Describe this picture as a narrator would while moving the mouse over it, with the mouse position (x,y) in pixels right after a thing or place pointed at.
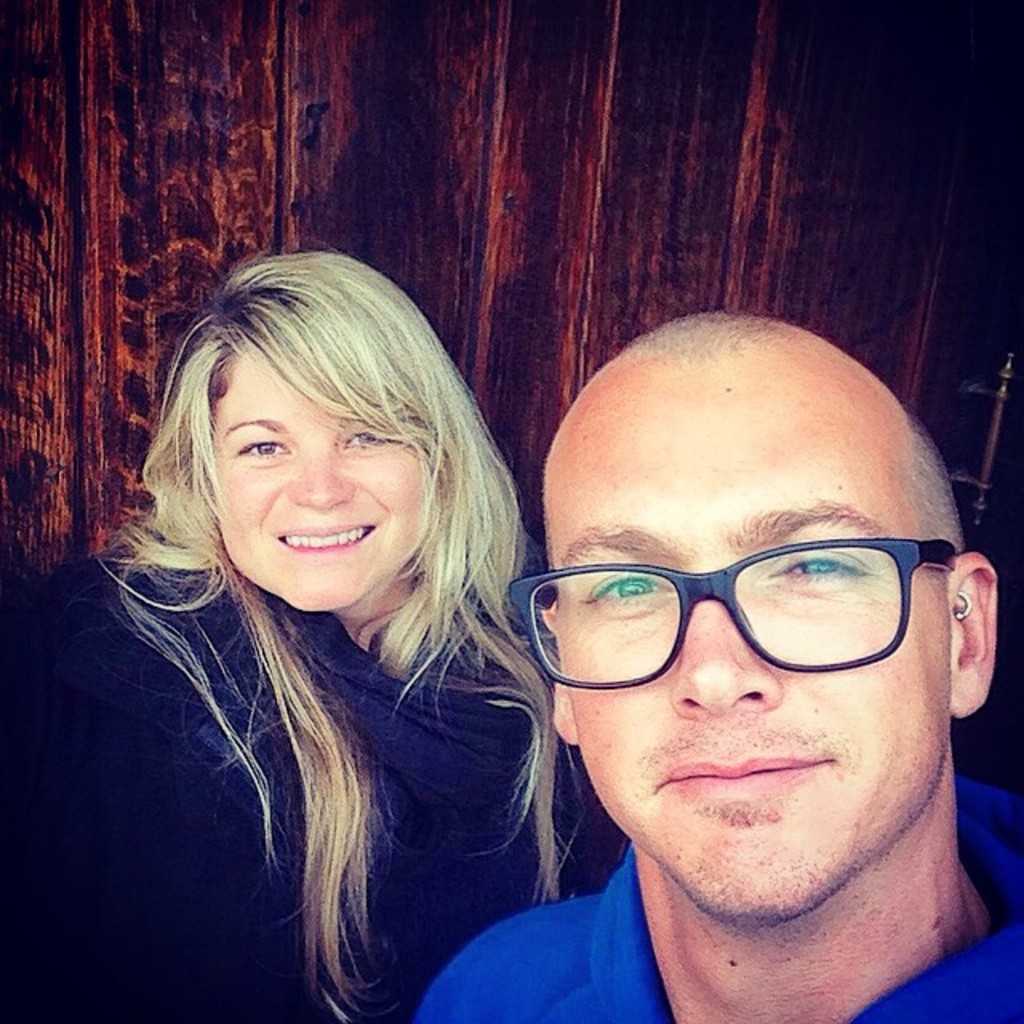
This image is taken indoors. In the background (160,363) there is a door (766,261). In the middle of the image (568,601) there is a man (603,560) and a woman (325,578) and they are with smiling faces (678,806).
